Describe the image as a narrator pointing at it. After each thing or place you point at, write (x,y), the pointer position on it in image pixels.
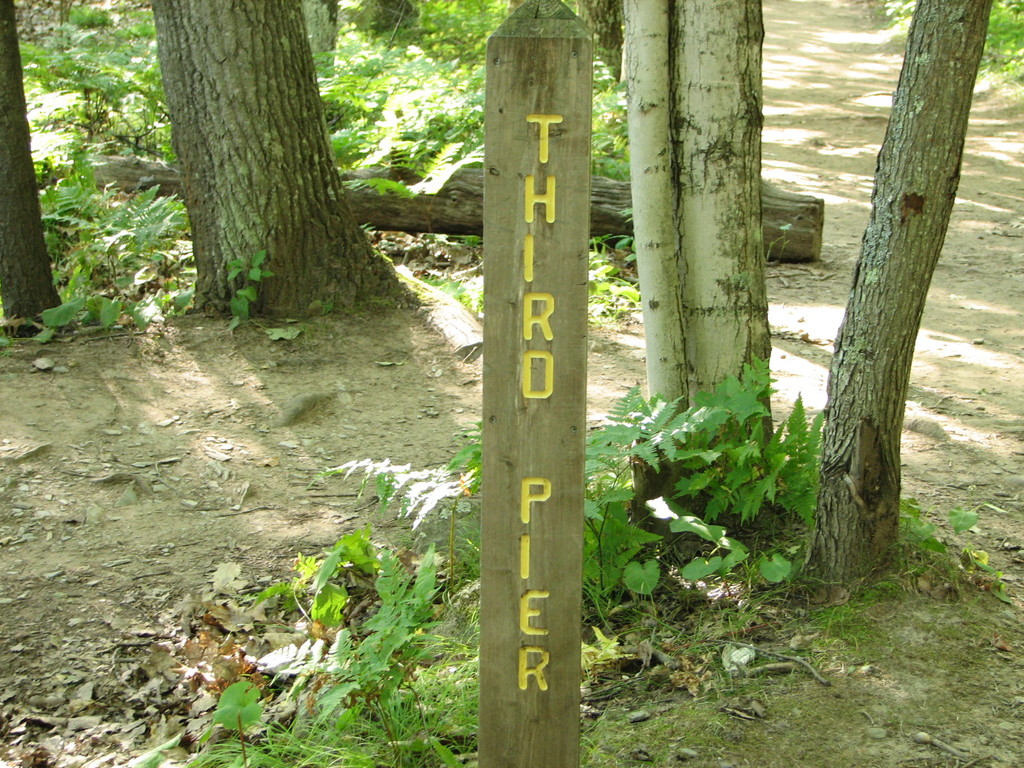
In the foreground of the picture (568,393) there are plants (289,693), dry leaves (648,656), trees (831,544), soil (913,673) and a wooden stick (519,299). In the background (58,119) towards left (95,278) there are plants (439,65), dry leaves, wooden logs (445,198) and trees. On the right (1003,28) there are plants (998,37) and path (846,117).
